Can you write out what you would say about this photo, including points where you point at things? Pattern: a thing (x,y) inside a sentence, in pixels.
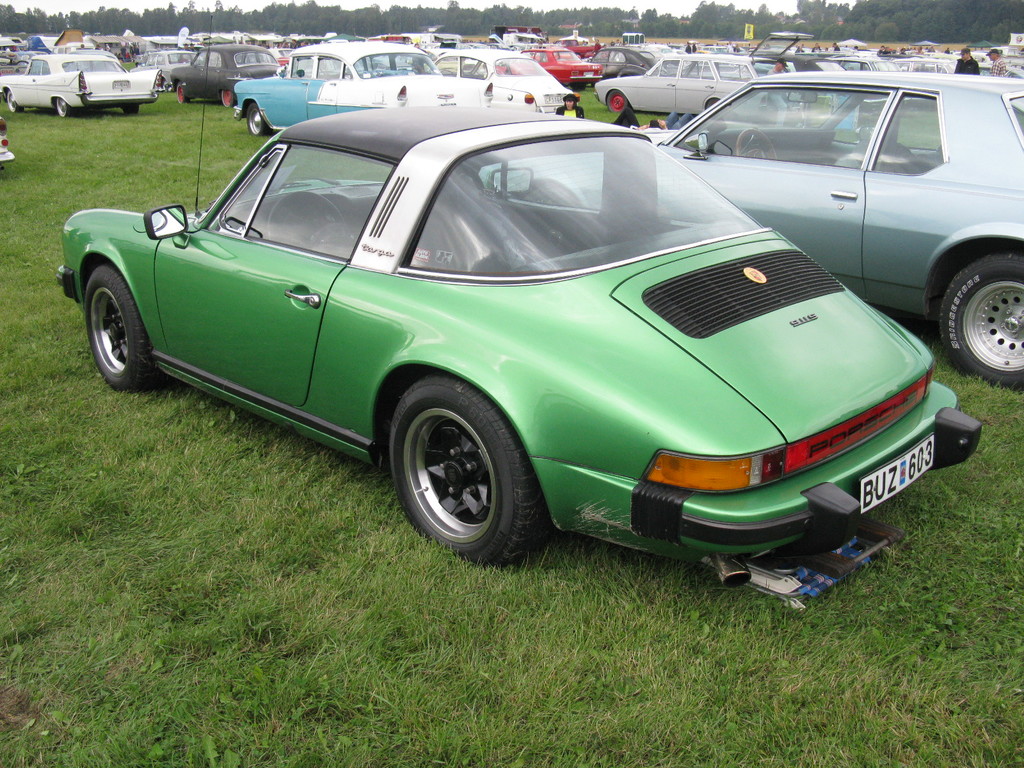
In this picture I can see cars (348,143) and people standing on the ground (237,123). In the background (206,17) I can see trees (476,22) and the sky (561,7). Here I can see the grass (264,577).
